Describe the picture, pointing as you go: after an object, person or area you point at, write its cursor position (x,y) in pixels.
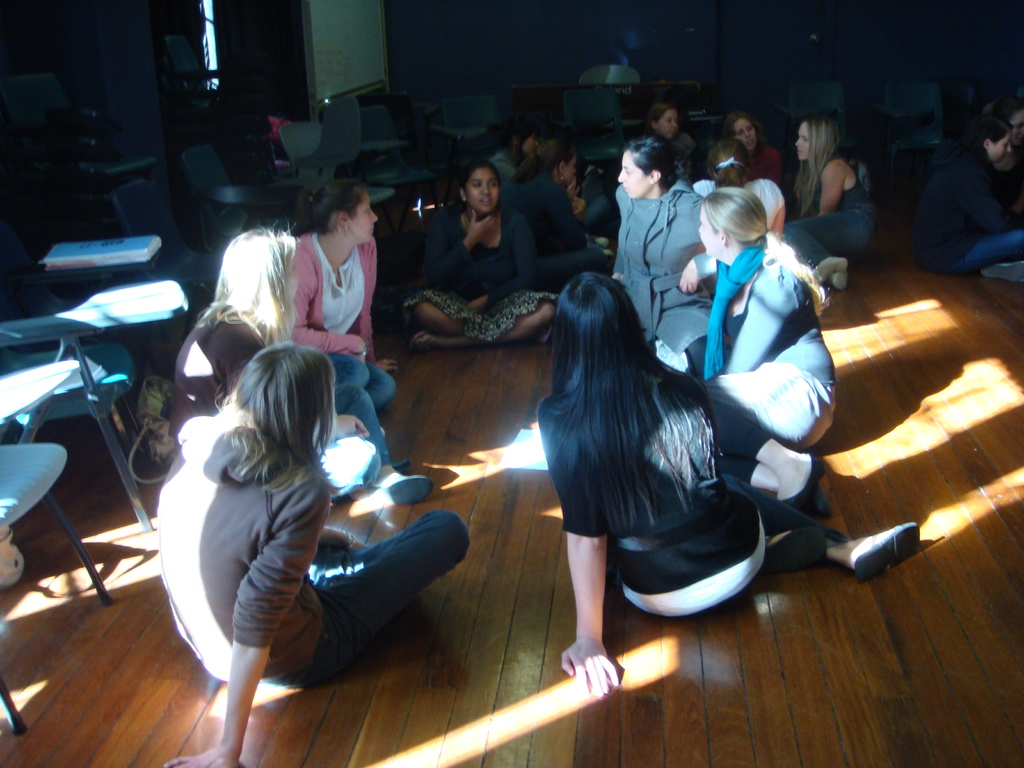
In this picture I can see few people (564,367) seated on the floor (296,721) and I can see chairs (20,330) and looks like a table (628,87) in the back (628,87).
